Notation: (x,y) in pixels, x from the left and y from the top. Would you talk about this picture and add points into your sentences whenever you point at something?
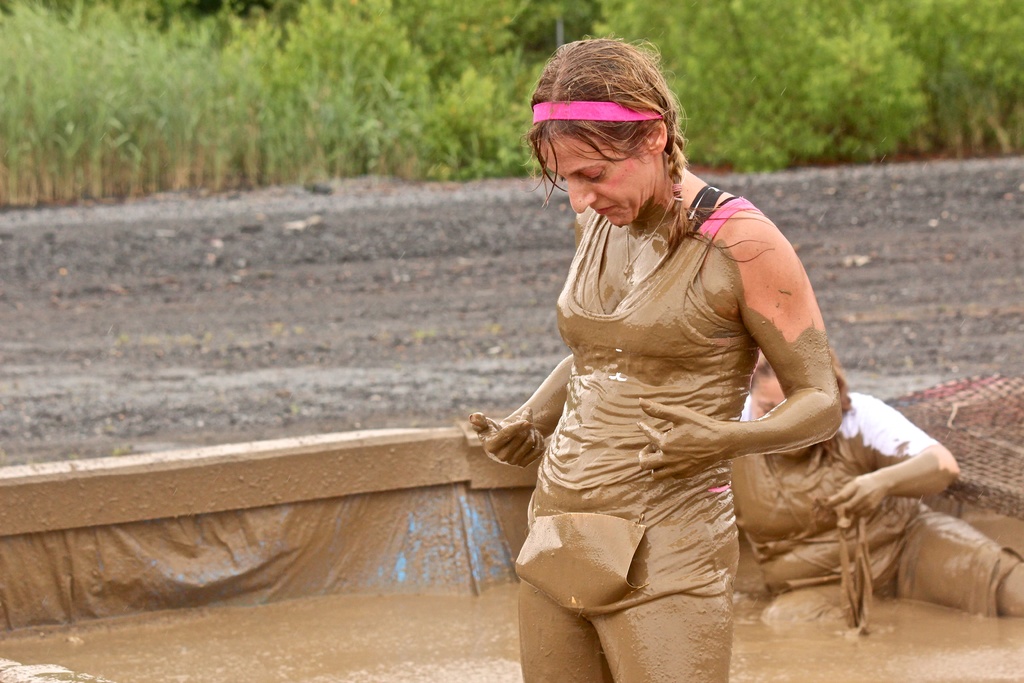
This picture is clicked outside. On the right (736,378) there is a woman (667,515) standing on the ground (382,626). In the foreground (363,634) we can see the mud (431,640) and a person (884,512) sitting on the ground (1013,641). In the background (302,285) we can see the trees (940,12) and the gravels (231,255).
